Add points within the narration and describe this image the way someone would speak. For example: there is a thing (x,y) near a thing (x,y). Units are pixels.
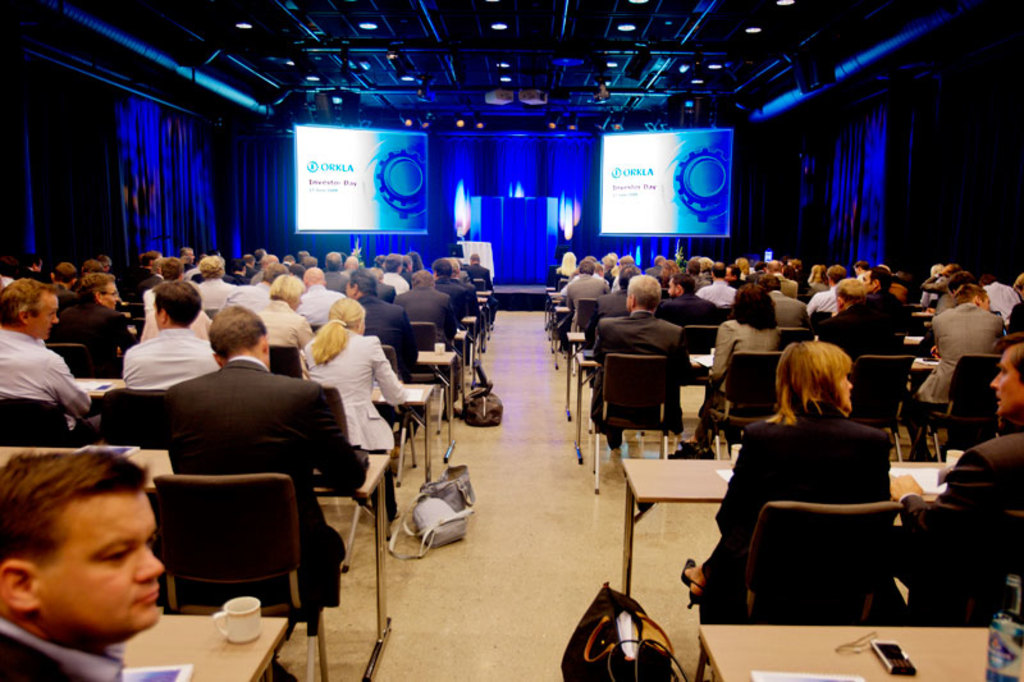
In the center of the image (411,294) there are many people (44,594) sitting on chairs (976,368). In the background of the image (722,179) there are projector screens (718,198).
